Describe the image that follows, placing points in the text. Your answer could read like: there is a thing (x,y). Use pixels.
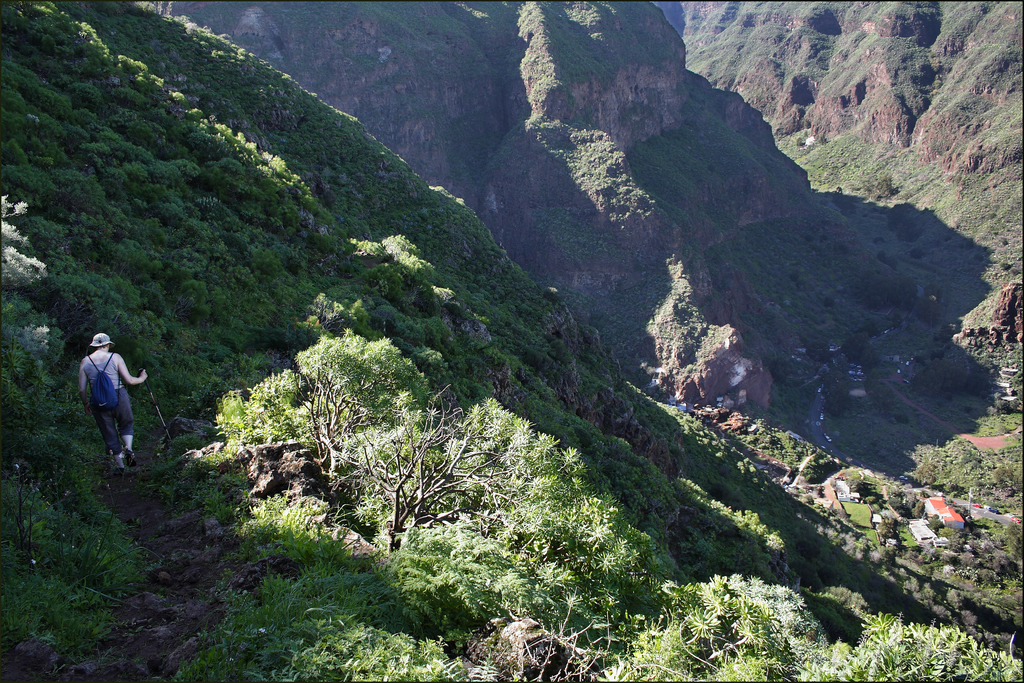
In this image we can see mountains (438,240) covered with greenery (433,401). We can see a man (127,419) is walking on the left side of the image (113,440). He is wearing a hat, T-shirt (113,372), pant (113,421), carrying bag (99,375) and holding a stick (155,410) in his hand (142,369). We can see houses (943,515) on the right side of the image (932,508).
